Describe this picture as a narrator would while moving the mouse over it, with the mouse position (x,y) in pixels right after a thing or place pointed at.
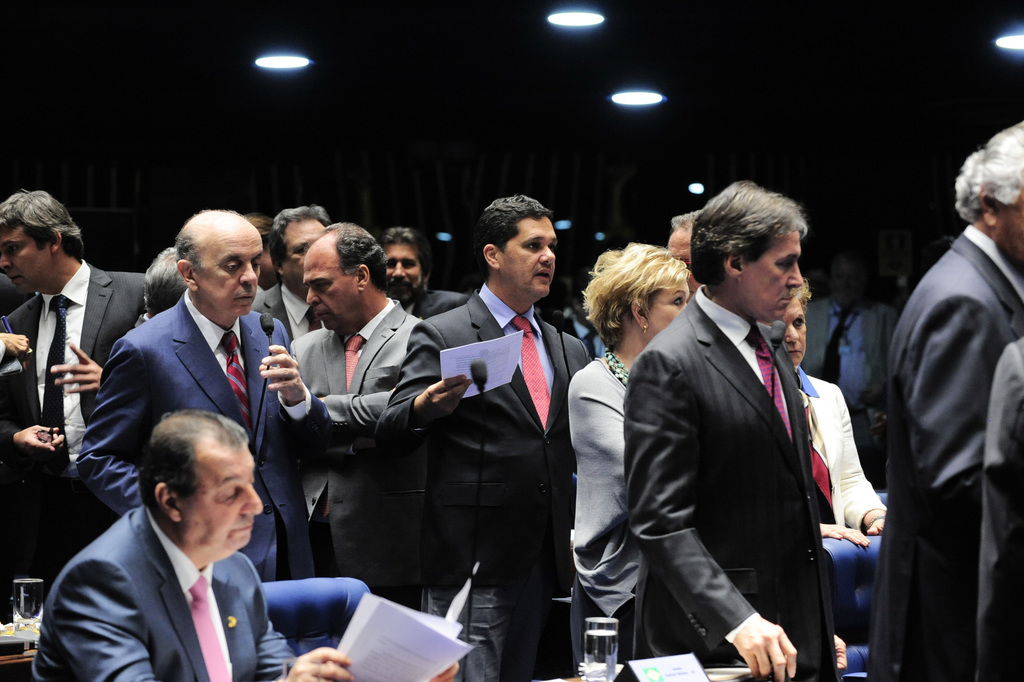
In the picture we can see this person (143,582) wearing blazer (187,615), shirt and tie (225,662) is holding paper (399,645) and sitting on the chair (313,604). Here we can see glasses (585,648) and name boards (648,672) are placed on the table (1,665) and we can see these people (536,257) wearing blazers (116,468) and standing. The background of the image is dark where we can see the ceiling lights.
